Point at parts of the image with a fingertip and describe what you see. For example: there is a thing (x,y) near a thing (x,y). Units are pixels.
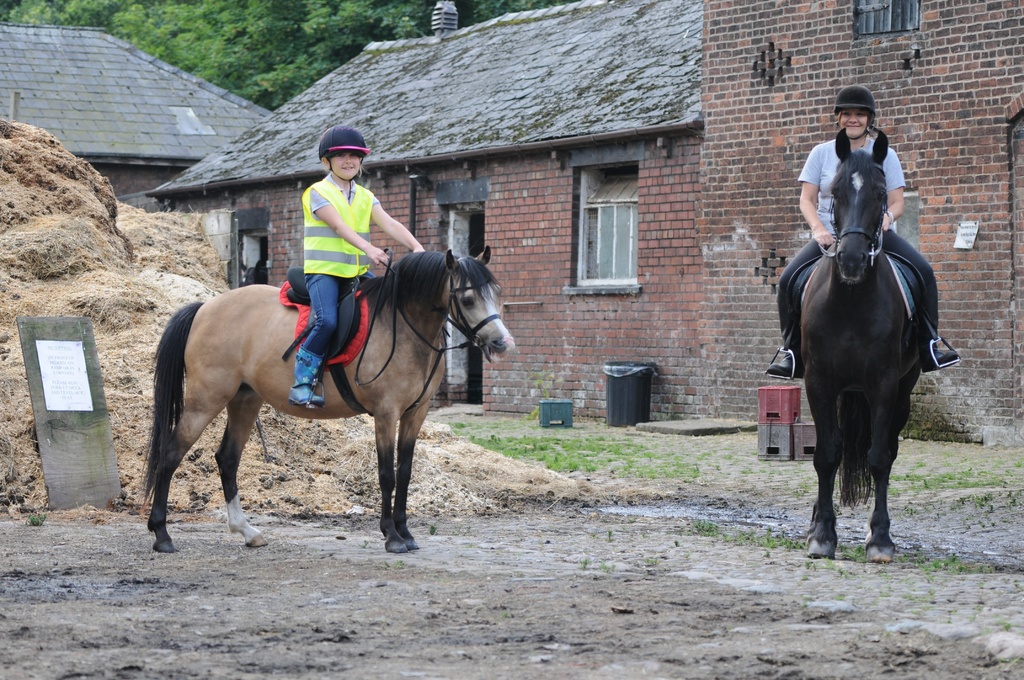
In this image there are two people (816,238) sat on the horses (435,325), behind them there is grass (523,440) on the surface (573,447), a trash can (614,394) and some other plastic stuff (787,433), behind the trash can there are houses (221,141), behind the houses (186,91) there are trees (242,82).
